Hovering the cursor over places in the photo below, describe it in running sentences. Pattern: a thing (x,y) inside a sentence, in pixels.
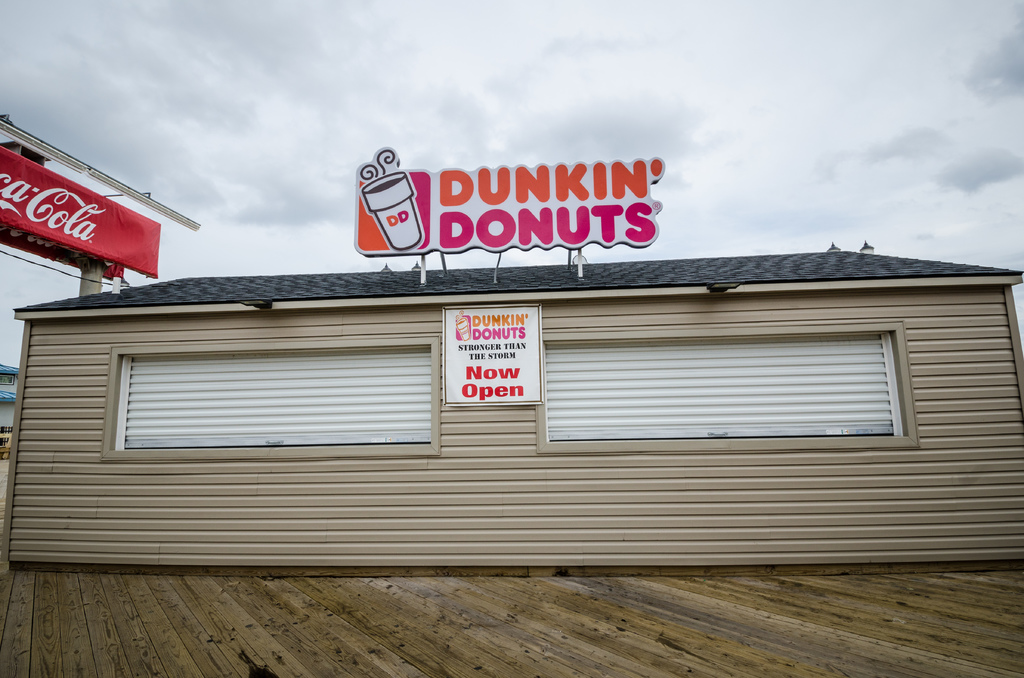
In this picture there is a shed (573,496). In front of this we can see the shutters (614,432) and a poster (498,348). On the top of the roof (492,272) we can see the board (441,217). On the left (149,269) there is a coca cola advertisement board (124,213) on the pole (98,268). At the top (670,68) we can see sky (800,61) and clouds (836,62).
